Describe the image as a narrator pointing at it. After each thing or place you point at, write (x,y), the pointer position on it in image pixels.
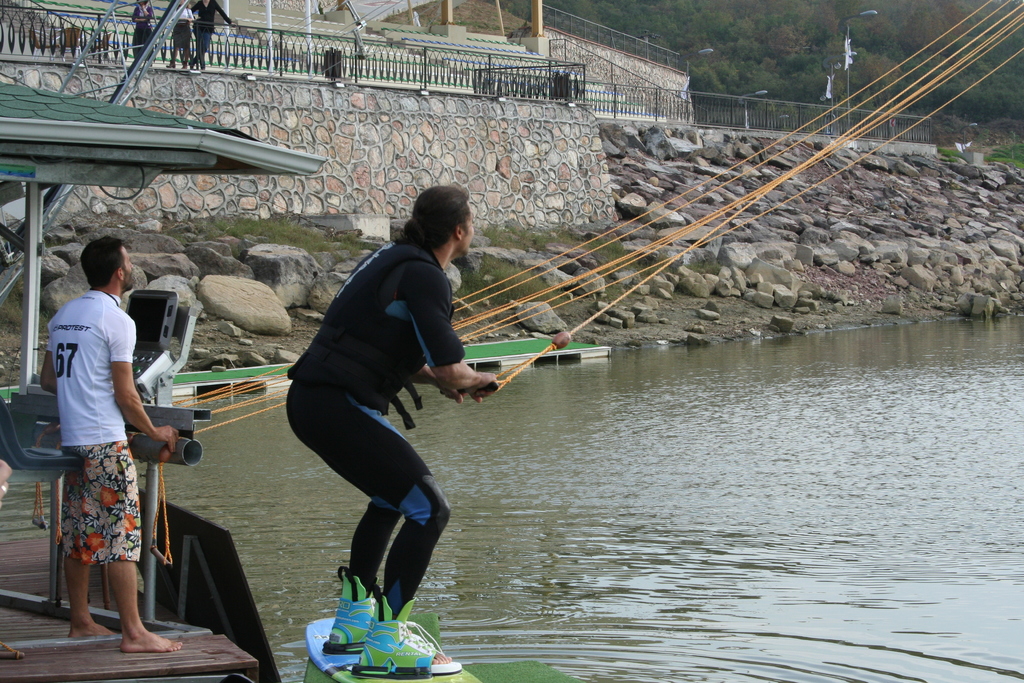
In this picture there is a man (407,419) who is standing on the wakeboard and holding the ropes (518,319). Beside him there is another man (92,342) who is standing on the wooden floor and there is also holding a pipe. On the left (146,174) I can see the shed (53,162). In the back (70,255) I can see the small stones (917,245). In the top right (959,80) I can see street lights (872,13), trees (830,9) and mountain (847,37). In the top left (19,37) I can see some persons (145,31) who was standing near to the fencing (584,89). On the right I can see the lake (580,499).
